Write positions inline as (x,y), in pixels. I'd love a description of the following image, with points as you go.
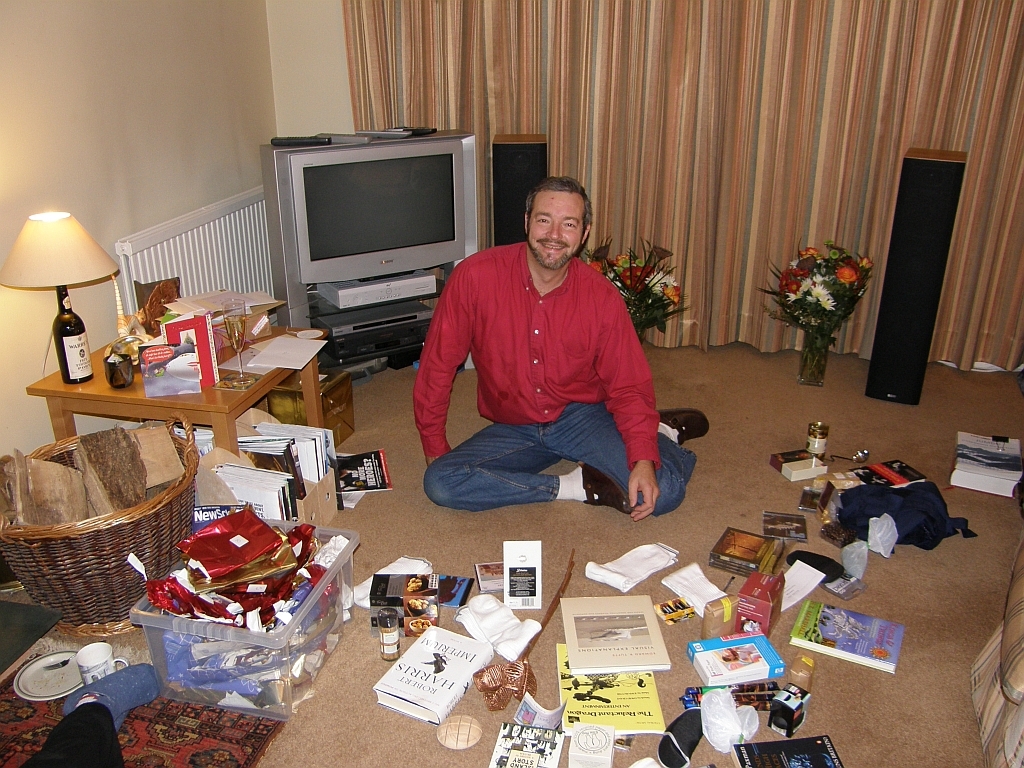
This person (555,360) is sitting on a floor (339,738). On this floor (339,738) there is a container (296,634), basket (140,526), bag (924,505), books (456,650) and things (378,573). On this table (164,365) there is a lamp (97,271), bottle (68,371) and things (261,359). Backside of this person (536,324) there is a television (384,161). In-front of this curtain (711,48) there are speakers (884,317) and flowers (839,291) in vases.
